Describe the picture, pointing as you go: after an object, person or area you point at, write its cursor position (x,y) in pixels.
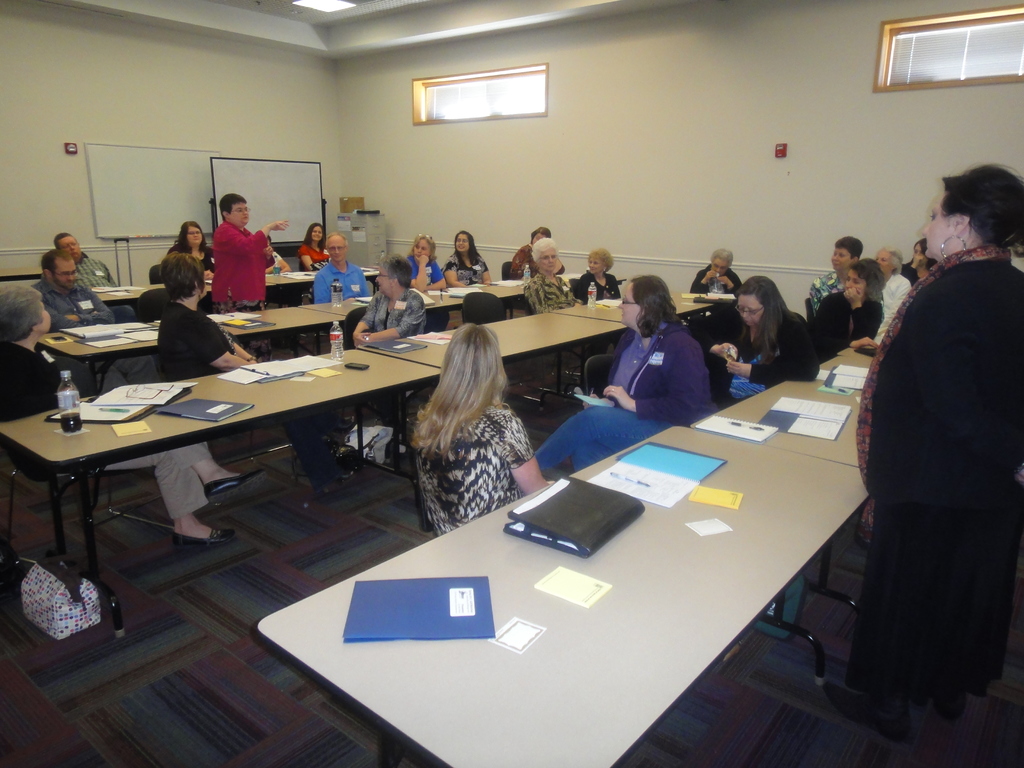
In this image I see number of people (891,309) sitting on the chairs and this 2 women (1012,224) are standing, I can also see that there are lot of tables (712,301) and there are files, papers (150,332) and bottles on it. In the background (794,247) I see the wall (63,119) and the boards (324,220).
